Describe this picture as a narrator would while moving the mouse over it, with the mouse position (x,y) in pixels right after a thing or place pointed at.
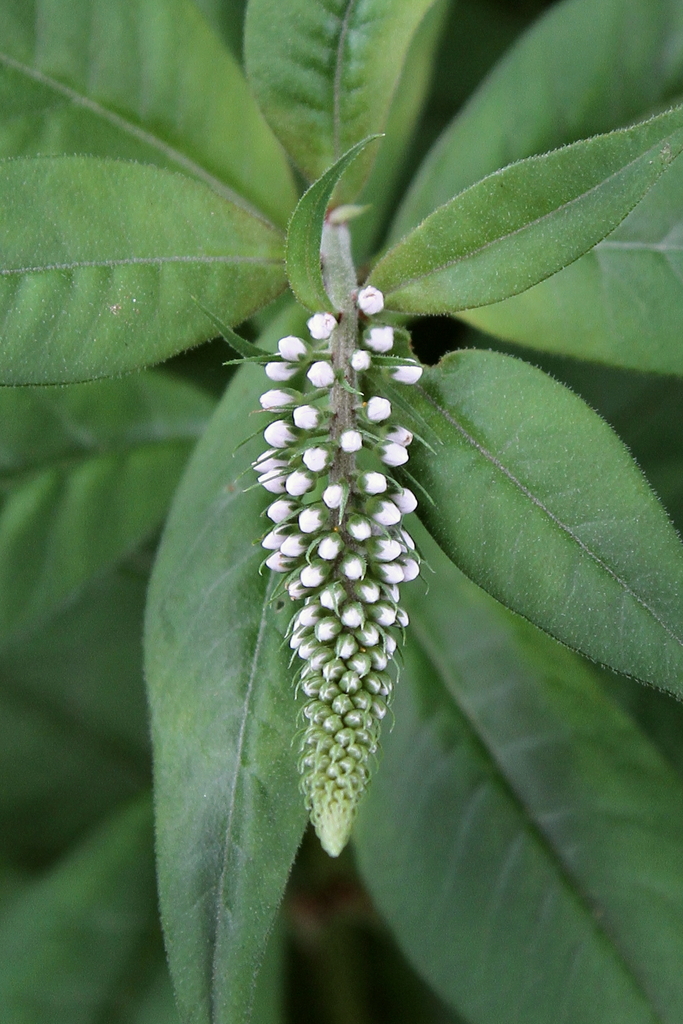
This image consists of a plant (500,559). To which we can see a small tiny flowers (363,535). In the background (677,822), there are green leaves (417,822).
